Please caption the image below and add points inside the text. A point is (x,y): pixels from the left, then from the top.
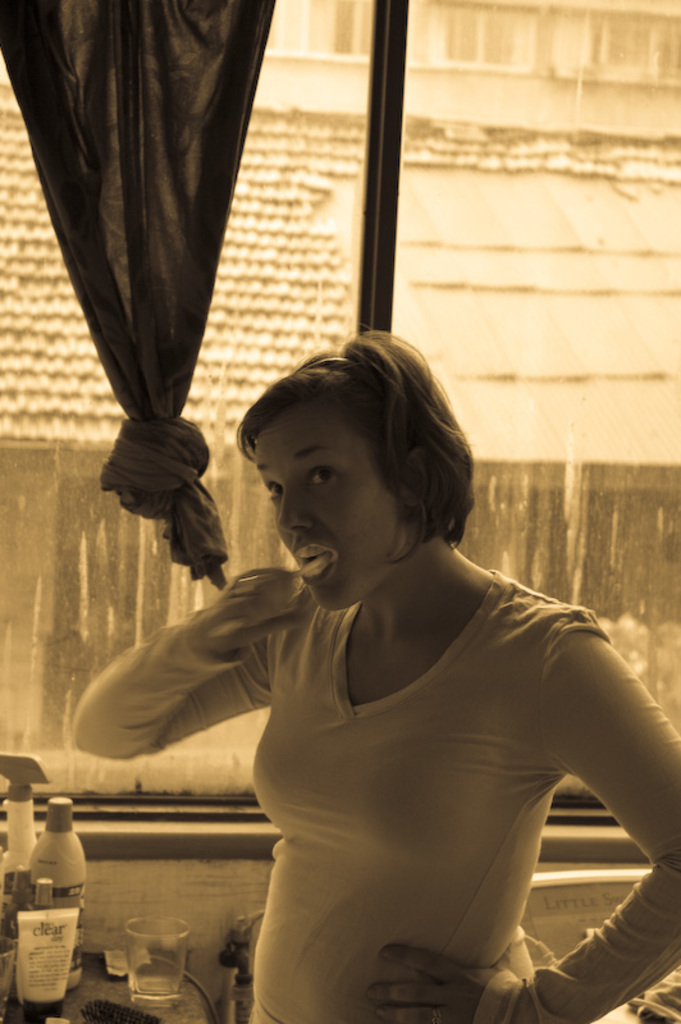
In this image I can see a woman (623,783) is standing. In the background (30,995) I can see a bottle (83,862), a glass (182,971), curtain (176,459), window (220,326), building (50,448) and here I can see few other stuffs (9,961). I can also see this image is little bit in brown colour.
